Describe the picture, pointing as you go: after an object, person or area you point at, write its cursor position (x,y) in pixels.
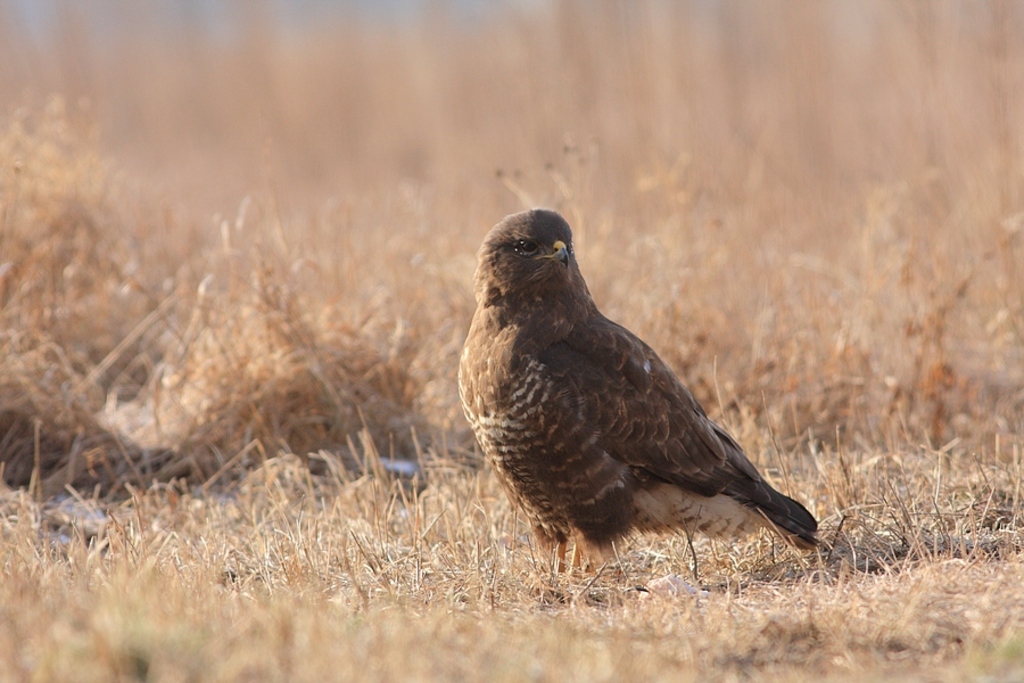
In this image there is a bird (560,492) on the dried grass (290,380).
